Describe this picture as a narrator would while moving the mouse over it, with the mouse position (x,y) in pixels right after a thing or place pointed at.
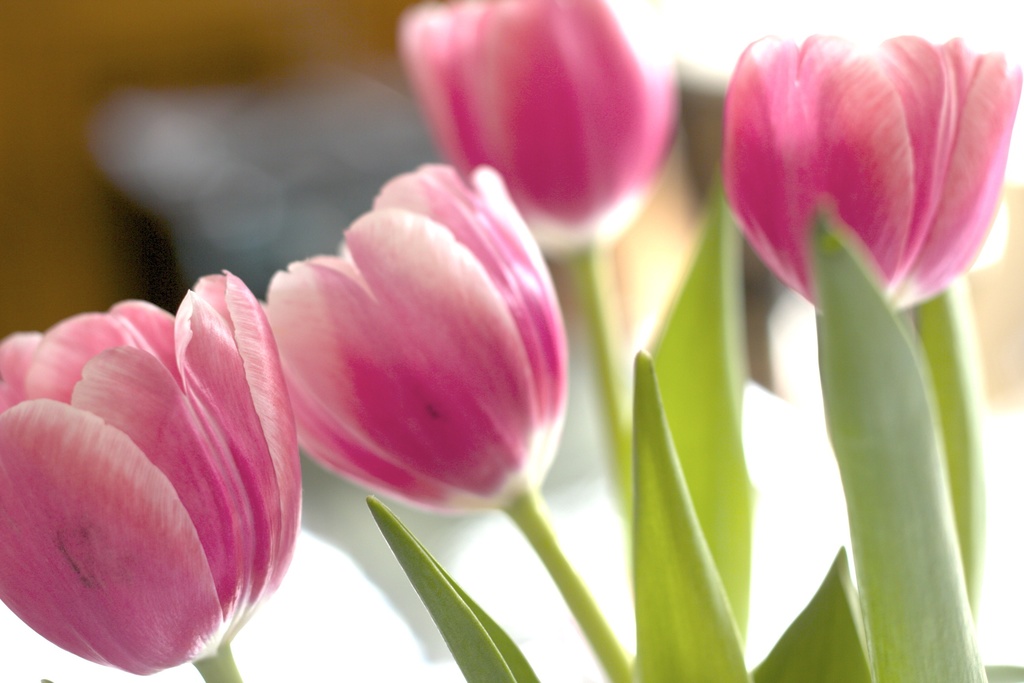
In the image we can see flowers (423,355), pink and white in color. These are the leaves (663,452) and the background (120,231) is blurred.
